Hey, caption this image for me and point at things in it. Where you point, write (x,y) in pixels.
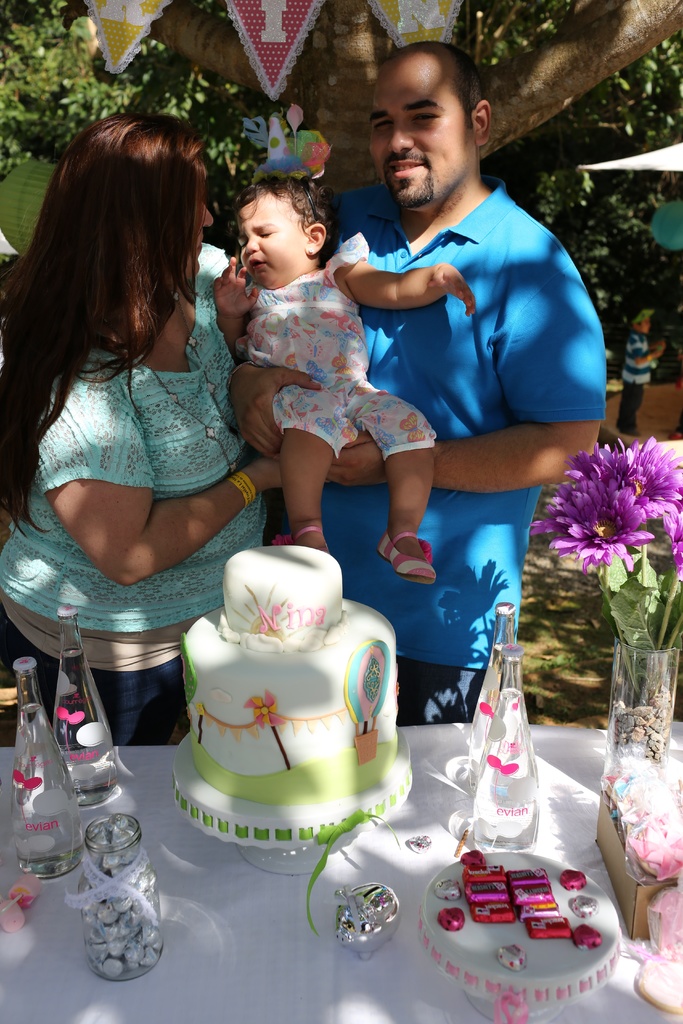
In the image we can see there is a woman (84,347) and a man (468,450) who are holding a baby (359,391) in their hand (344,477) and in front of them there is a table (234,914) on which there is a cake (318,773) and a bottles (494,818) kept.
